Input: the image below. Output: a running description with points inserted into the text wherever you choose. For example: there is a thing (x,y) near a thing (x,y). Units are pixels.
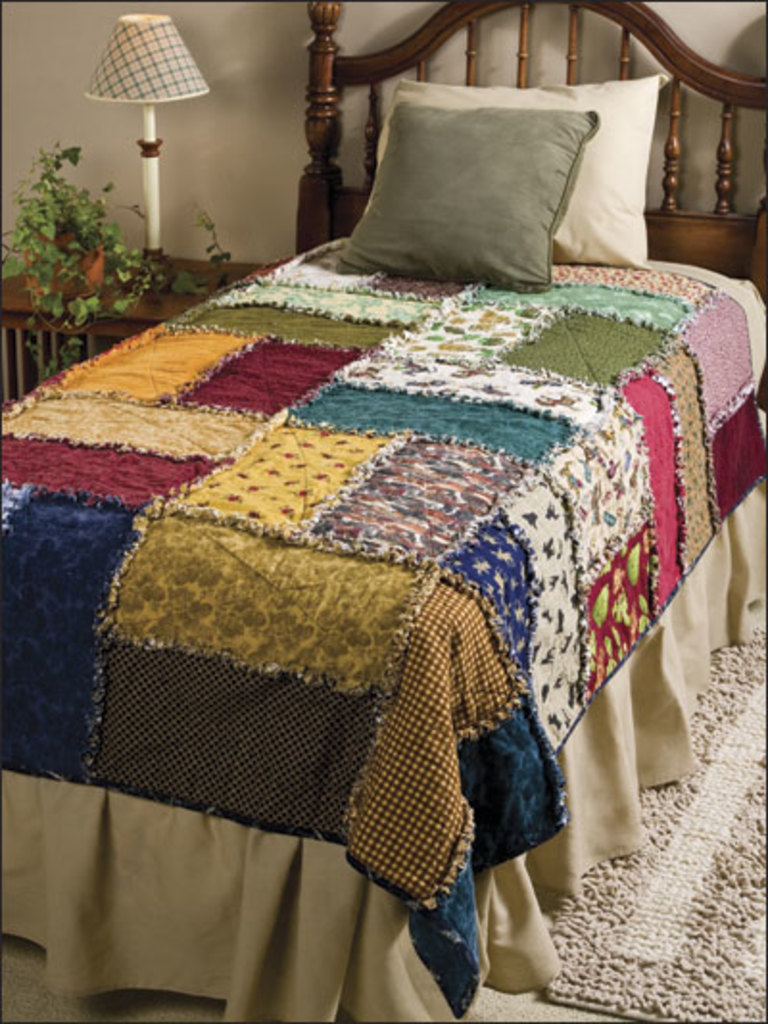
there is bed (164,486) on which there is a colorful bed sheet (343,534) and 2 pillows (482,202). at the left (138,310) there is a table (169,296) on which there are plant (47,205) and lamp (144,50).
